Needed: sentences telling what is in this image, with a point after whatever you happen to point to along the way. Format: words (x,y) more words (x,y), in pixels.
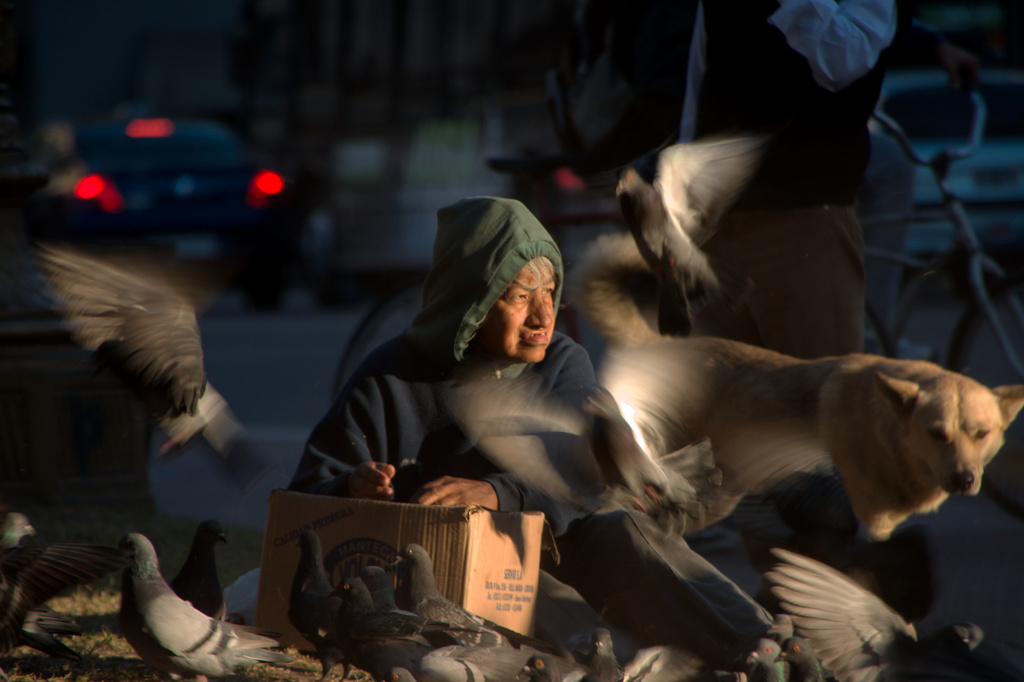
In this image, we can see an old person (373,434) holding a carton box (474,558) and sitting. Beside him, there is a dog (752,397) and person (815,305). In the middle of the image (524,432), we can see few birds (539,409) flying in the air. In the background (904,303), we can see the blur view, a person (908,188) riding a bicycle (901,269) and vehicles (375,254) on the road (312,373). At the bottom of the image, we can see grass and birds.
